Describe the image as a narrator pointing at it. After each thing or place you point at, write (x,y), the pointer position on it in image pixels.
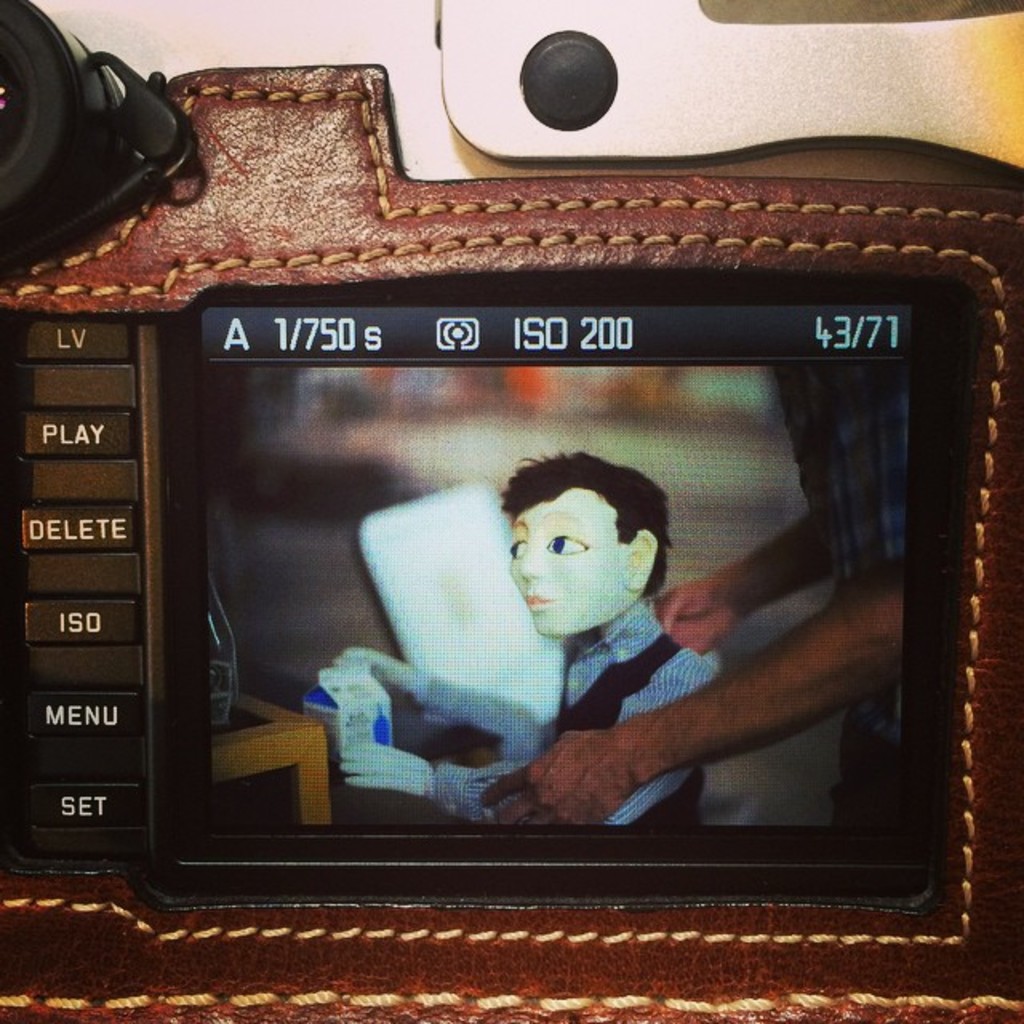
In the picture I can see the camera (594,62). On the screen (571,657) of the camera (657,477) I can see the hands (590,785) of a person (853,652) holding a toy (704,661).
